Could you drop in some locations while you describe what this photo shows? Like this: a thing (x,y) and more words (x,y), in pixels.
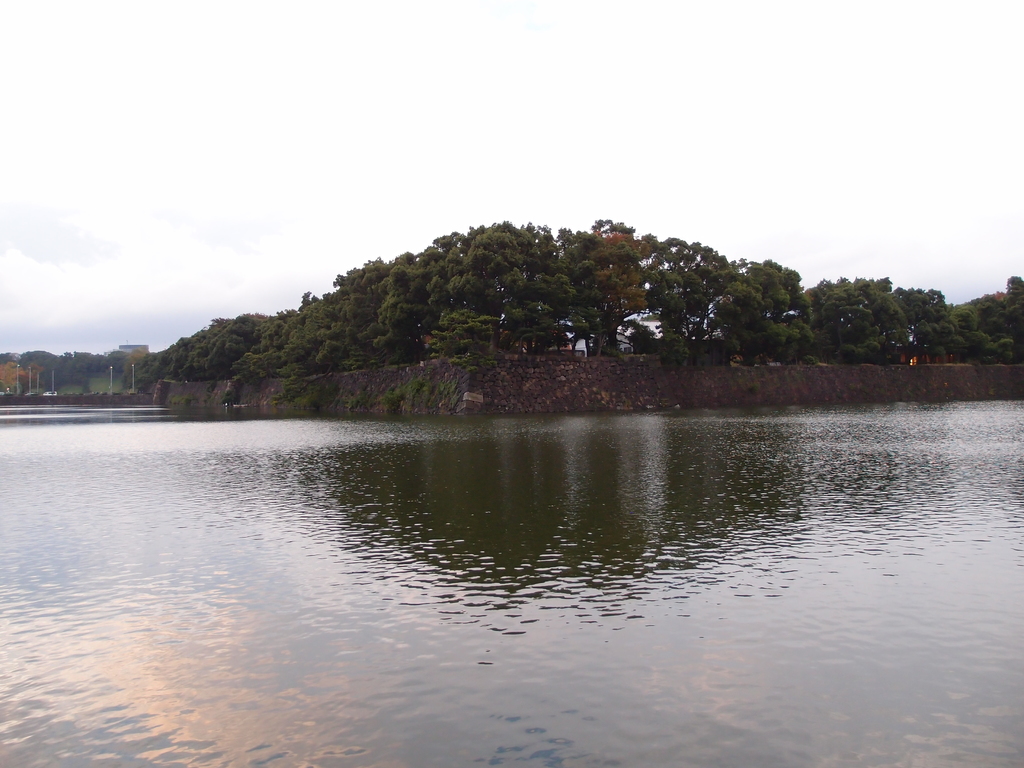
In this image I can see the water (334,577). To the side of the water (345,502) I can see the rock (419,407), poles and many trees (693,325). I can see the sky (489,100) in the back (489,100).
